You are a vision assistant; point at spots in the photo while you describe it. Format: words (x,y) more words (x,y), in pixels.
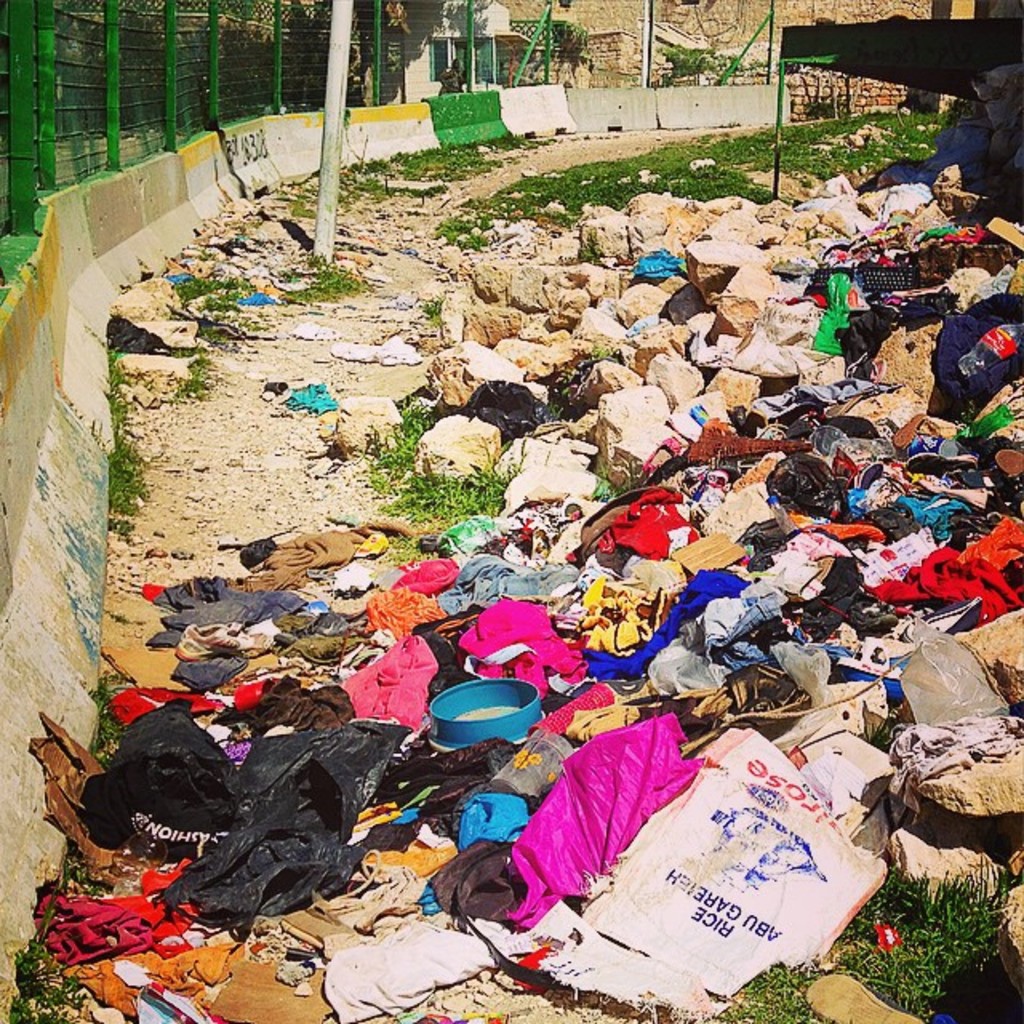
This image looks like it is clicked in a dump yard (749,506). In the front (238,707), we can see many clothes (851,544), bottles (825,427) and garbage (463,771) on the ground (953,996). In the middle (679,369), there are rocks (838,228). On the left (283,104), there is a fencing (405,83). In the background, there is a pole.
